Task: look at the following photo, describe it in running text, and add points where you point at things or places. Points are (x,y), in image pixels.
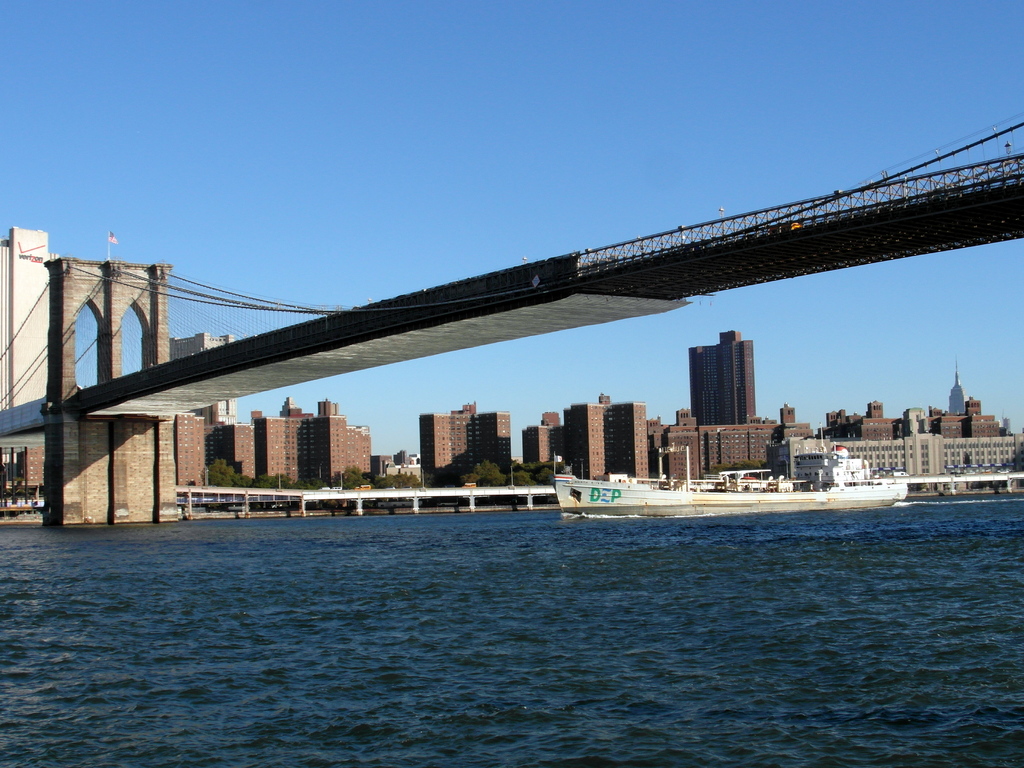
In this picture I can see few buildings (554,424) and a ship (589,483) in the water (499,612) and I can see a bridge (346,321) and a blue sky (599,190).
